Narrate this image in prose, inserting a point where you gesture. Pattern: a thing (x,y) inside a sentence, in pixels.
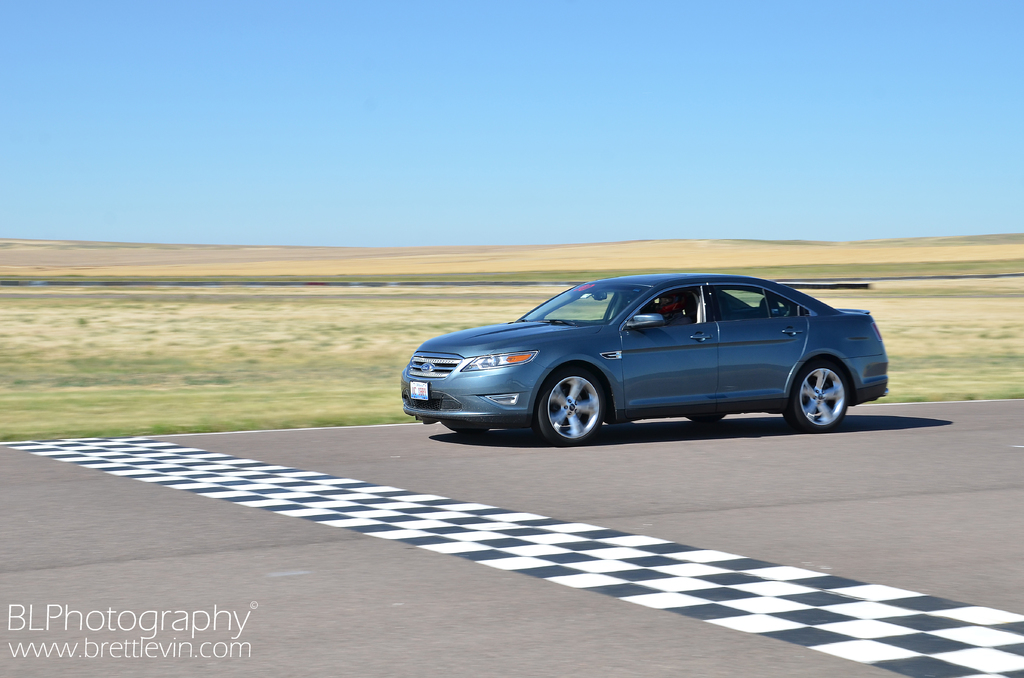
In this image we can see a vehicle (651,319). In the background of the image (781,275) there is a grass (354,318) and other objects (830,281). At the top of the image (266,71) there is a sky (375,38). At the bottom of the image (557,587) there is the road (726,498). On the image there is a watermark (210,632).
